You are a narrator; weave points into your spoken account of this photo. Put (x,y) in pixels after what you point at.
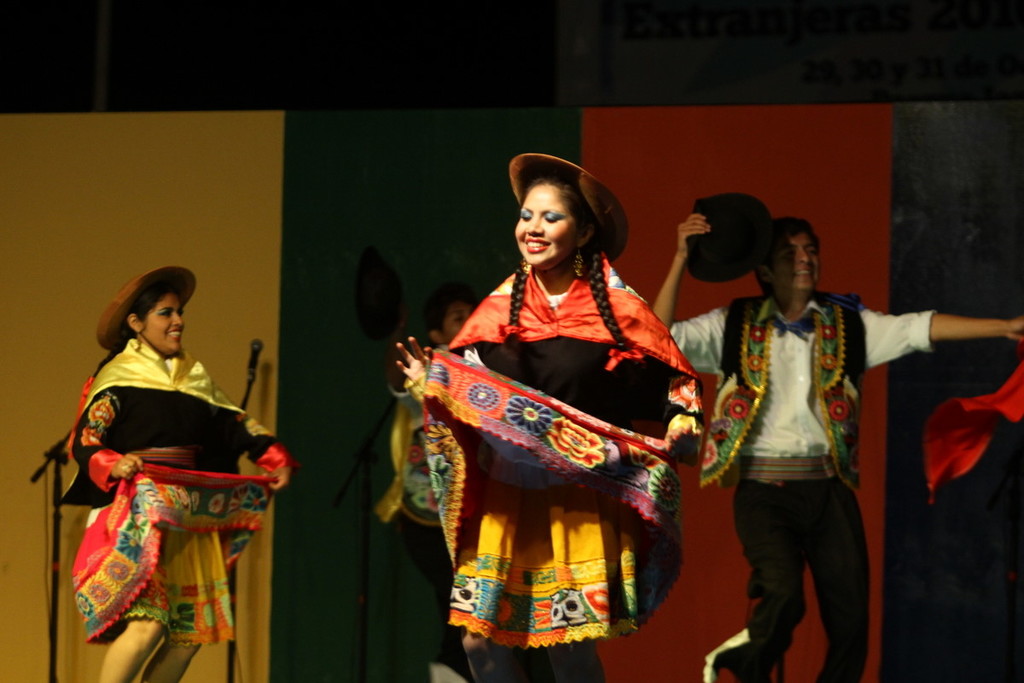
In this picture we can see people (766,526) dancing. These are hats (104,325). Here we can see a mike (257,356) with stand (249,383).
